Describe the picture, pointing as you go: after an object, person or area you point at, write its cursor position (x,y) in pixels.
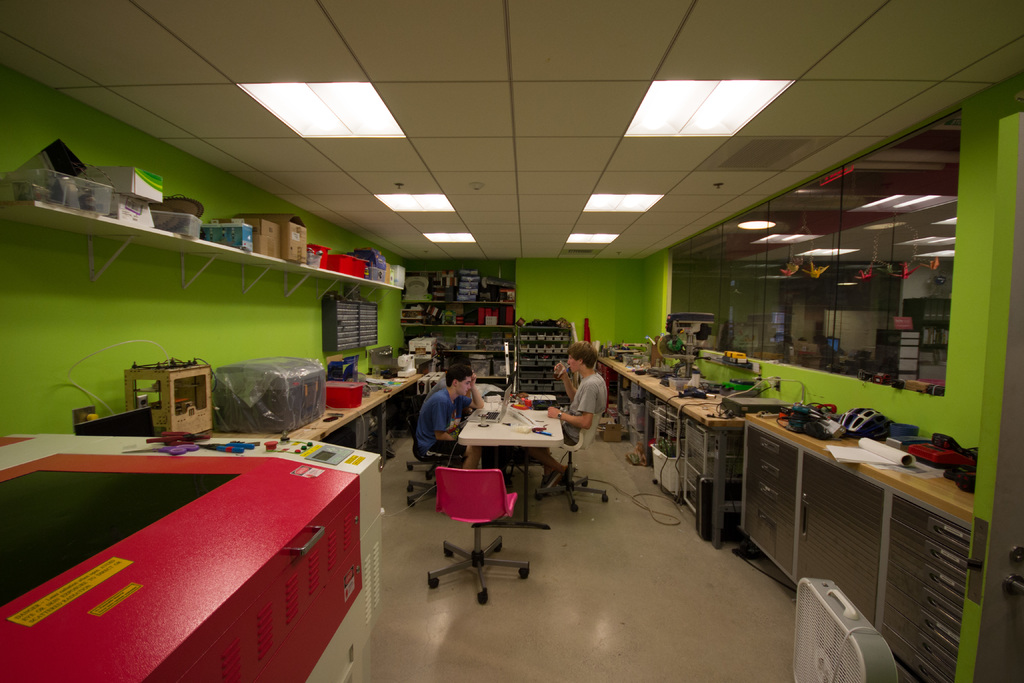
As we can see in the image there is a green color wall (599,284), shelves (467,303) filled with few items (449,320), there are boxes (285,234) over here and on tables (806,439) there are bags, laptops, suitcase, sewing machine (406,361) and other few items (658,359). There are two people (461,371) sitting on chairs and there is a table (556,437) over here.
